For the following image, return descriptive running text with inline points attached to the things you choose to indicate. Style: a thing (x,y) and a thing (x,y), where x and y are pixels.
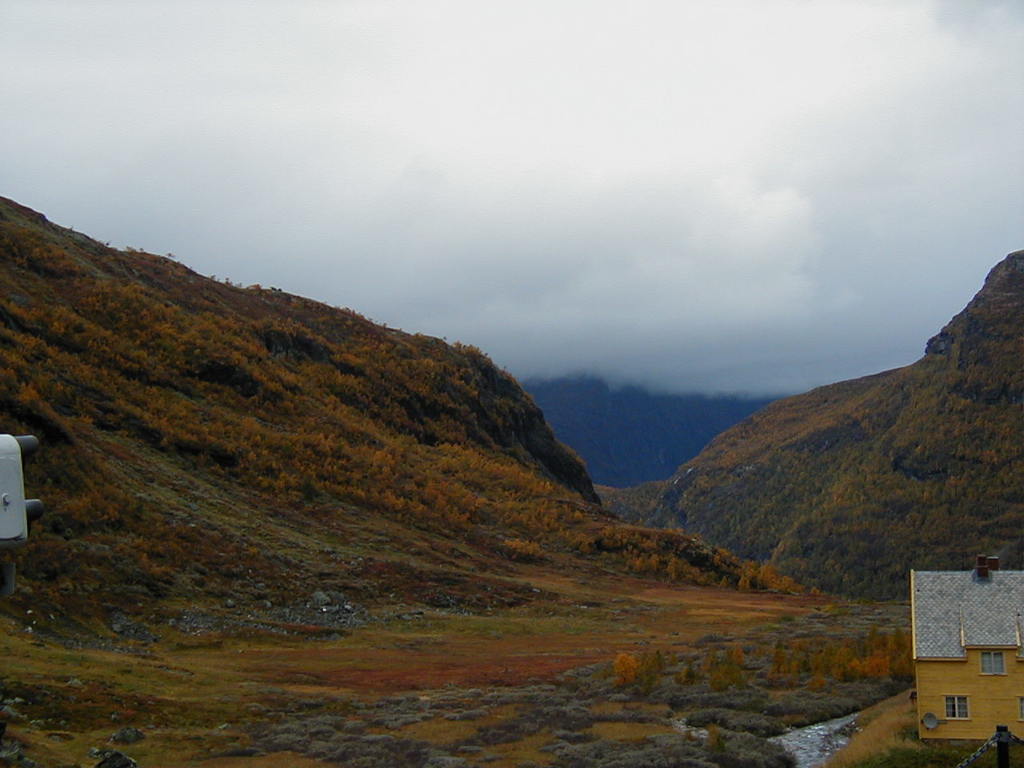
In this picture we can see mountains (371,322). On the right corner (986,591) there is a building (1023,607). On the left (13,534) we can see traffic signal (22,503). On the top (583,70) we can see sky (788,160) and clouds (663,120). On the bottom (727,686) we can see water (792,744), plants (672,747) and grass (510,747).
